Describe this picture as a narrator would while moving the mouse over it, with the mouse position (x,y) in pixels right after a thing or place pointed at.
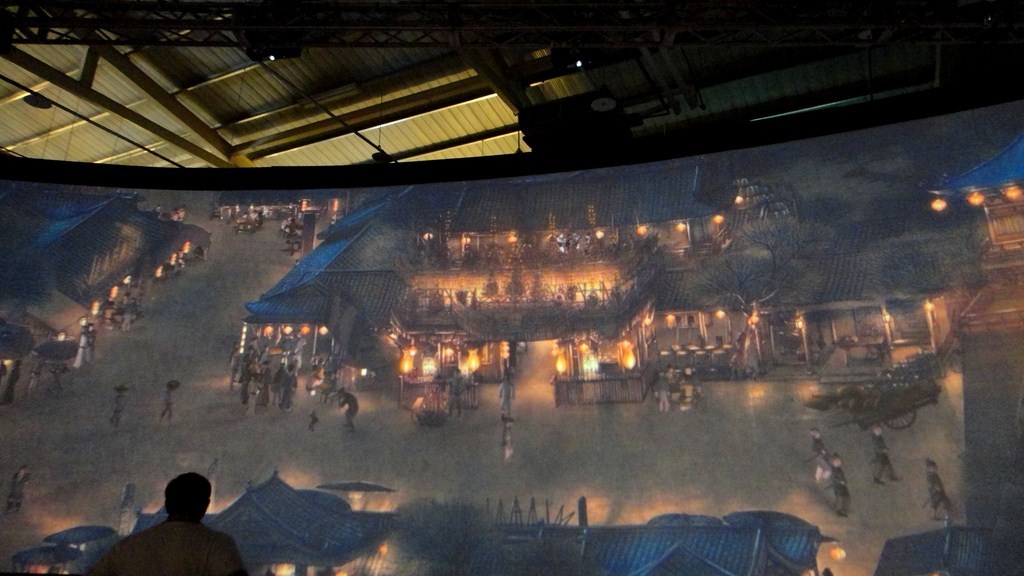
In this image, we can see a banner (403,229) and on the banner (438,273), we can see sheds (281,287), people (290,358), lights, trees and there are vehicles (888,402) on the road (400,496). At the top (293,141), there is a roof (328,89) and we can see lights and rods (135,81). At the bottom (195,495), there is a person (148,540).
